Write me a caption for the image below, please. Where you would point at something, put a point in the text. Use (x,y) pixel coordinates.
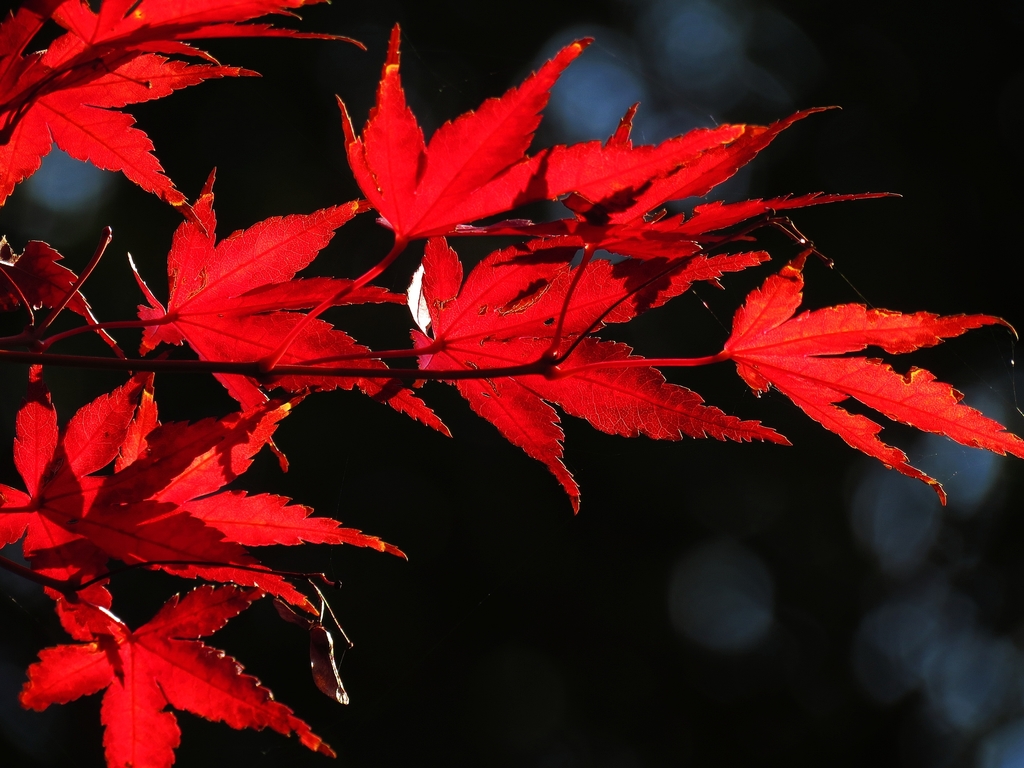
In this image I can see a tree (336,388) and dark color. This image is taken may be during day.
